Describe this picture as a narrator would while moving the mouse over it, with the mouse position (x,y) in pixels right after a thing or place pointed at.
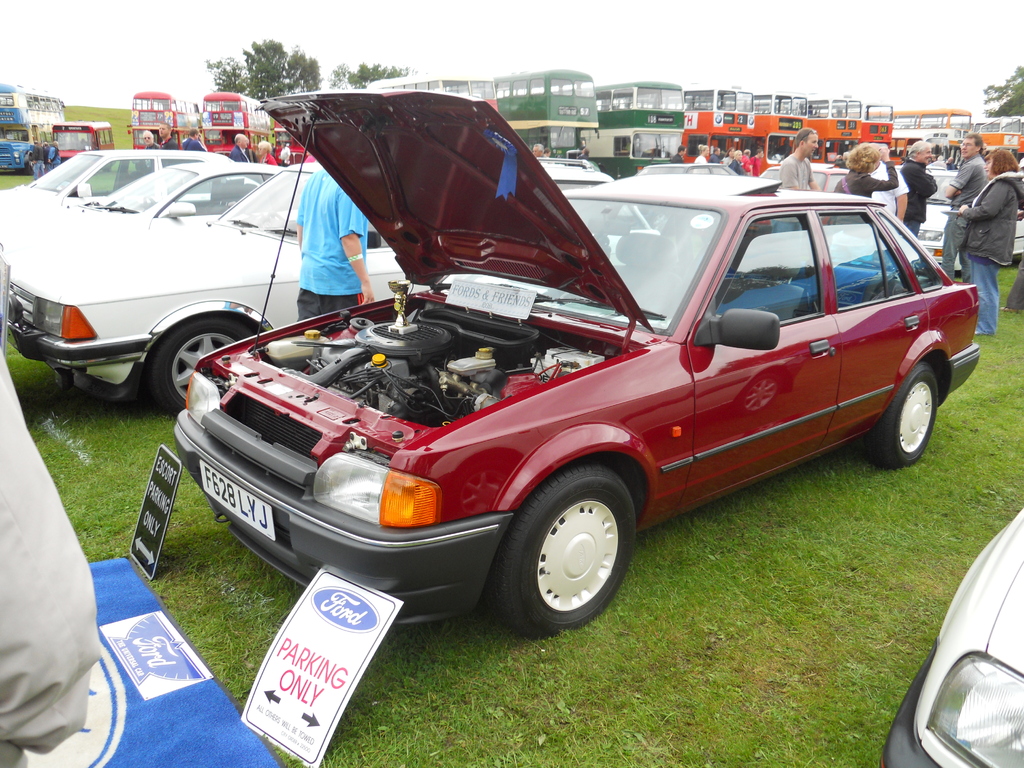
In this picture there is a red color car (540,369) with open bonnet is parked in the ground (641,653). Beside there are three white color cars (199,253). Behind there are many double Decker buses (579,115) standing beside each other. On the right side (978,236) there is a group of men and women (894,180) doing the inspection of the cars (201,282).
